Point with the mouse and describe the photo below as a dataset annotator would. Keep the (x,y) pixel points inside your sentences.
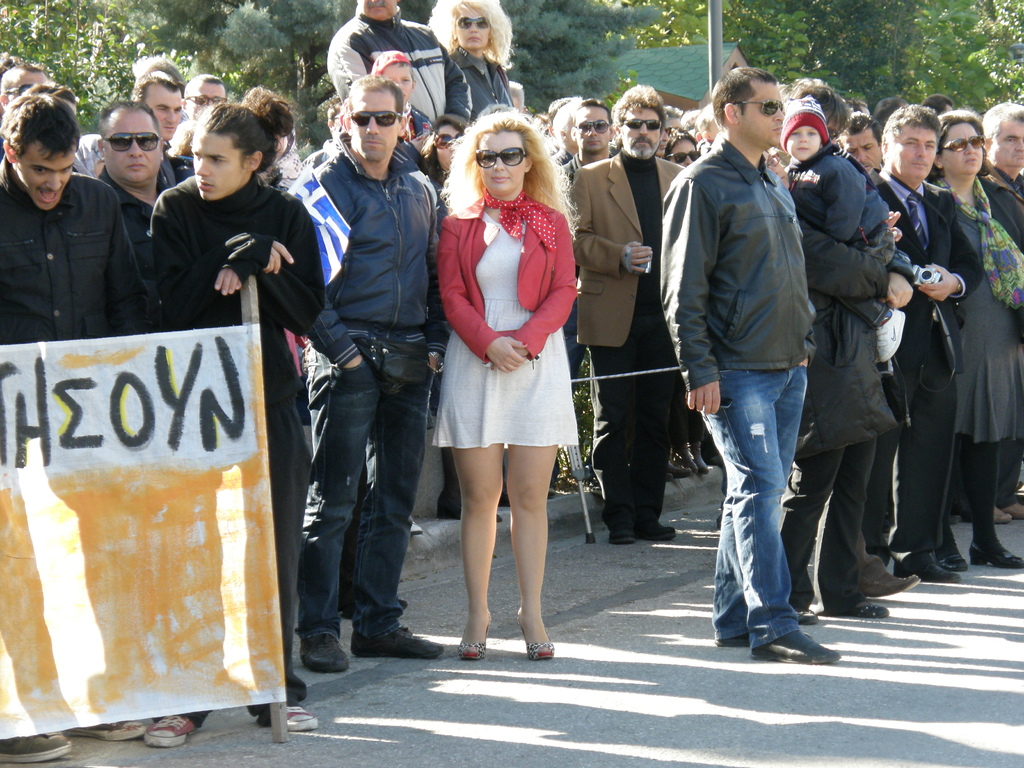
In the image we can see there are many people (706,317) standing, they are wearing clothes (460,267) and some of them are wearing goggles (498,160), this is a poster (52,488), footpath (615,701), trees (219,14), pole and house (690,54).
